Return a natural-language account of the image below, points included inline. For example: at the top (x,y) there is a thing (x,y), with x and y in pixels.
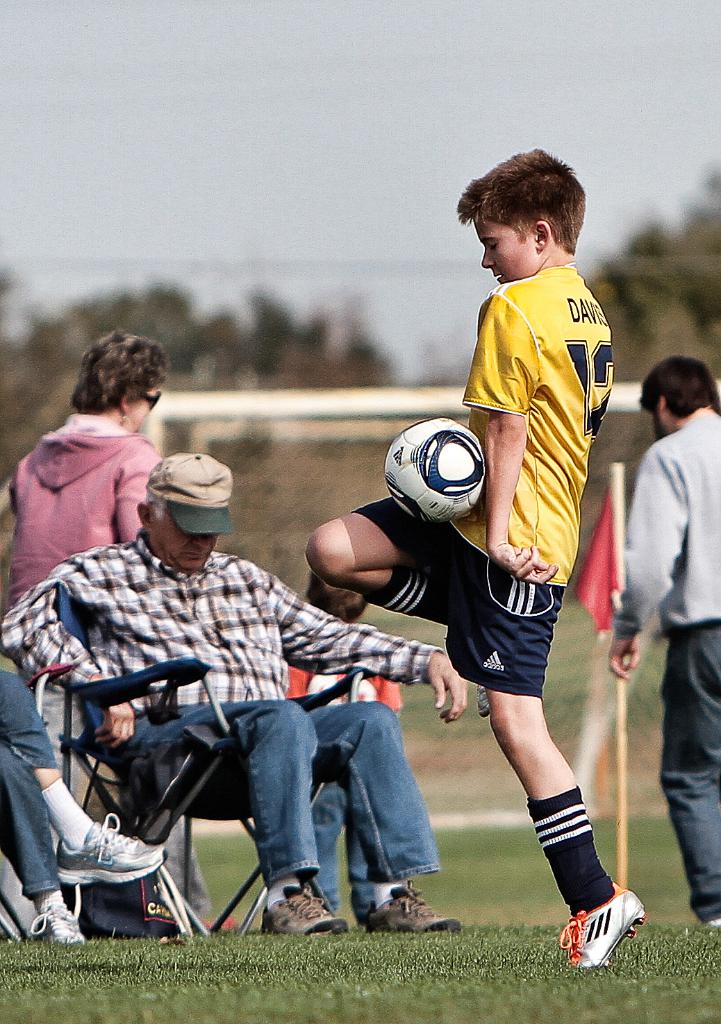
In this image I can see the group of people (193,553). Among them one person (517,428) is playing with the ball (401,468) and background (133,225) it is blurry.
